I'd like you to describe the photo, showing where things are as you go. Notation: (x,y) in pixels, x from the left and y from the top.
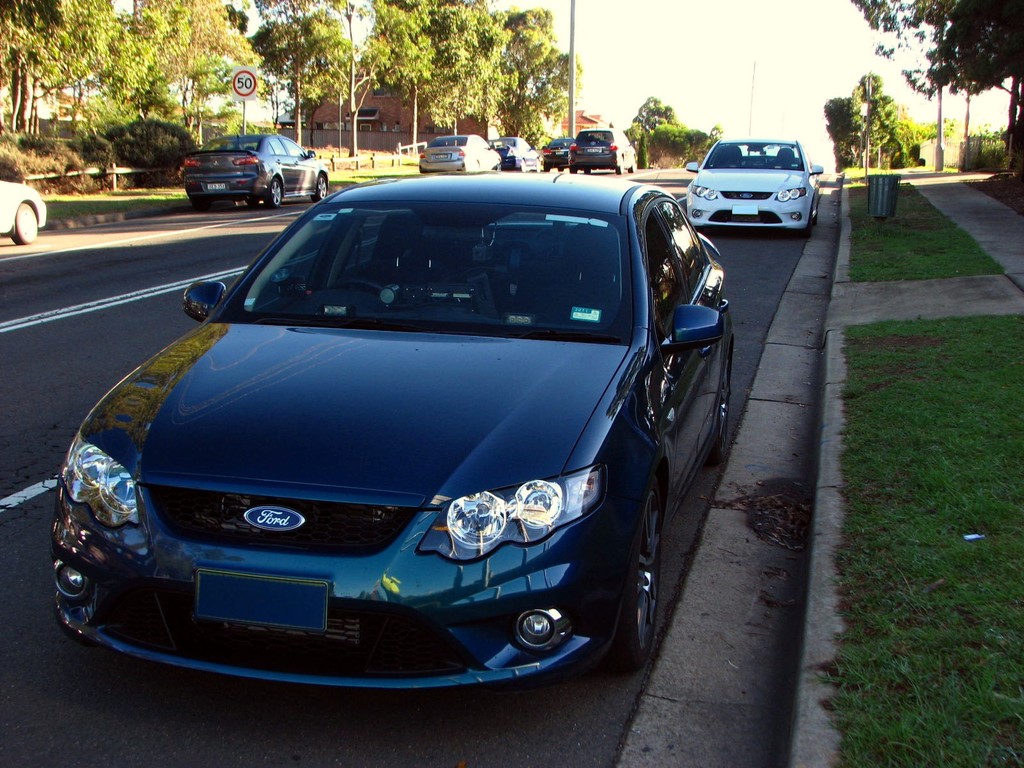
In this picture we can see many cars (583,358) on the road (6,247). Beside the white car (791,205) there is a dustbin (897,192). On the left (341,112) we can see many trees (230,28), plants (102,155) and building (422,100). Beside the black color car (244,149) there is a sign board (250,91). At the top (665,53) we can see sky (670,40) and clouds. On the bottom right (980,626) we can see grass (914,445).
